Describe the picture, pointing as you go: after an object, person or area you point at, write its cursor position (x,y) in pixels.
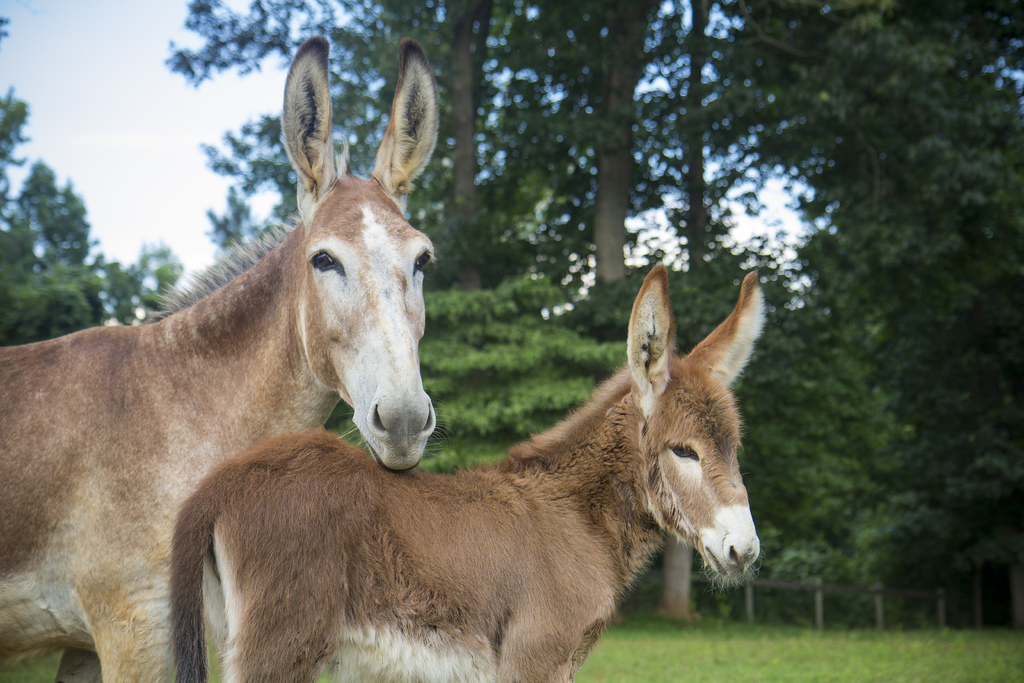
In this picture I can see there is a donkey (404,93) and a small donkey (529,541) standing and there are trees (774,312) and in the backdrop (780,325) and the sky (42,12) is clear.
